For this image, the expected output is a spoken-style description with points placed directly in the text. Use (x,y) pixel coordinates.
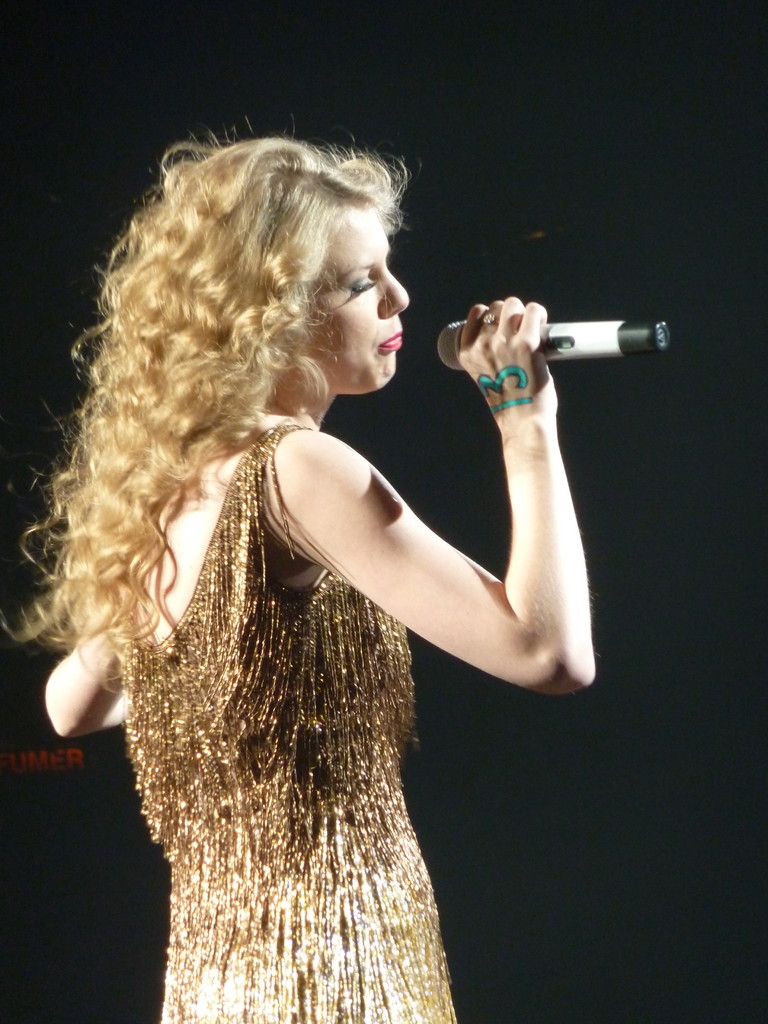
This image consists of a woman (303,636) who is holding a mic (644,333) in her hand (557,409), she singing something, she is wearing golden color dress (259,804).
